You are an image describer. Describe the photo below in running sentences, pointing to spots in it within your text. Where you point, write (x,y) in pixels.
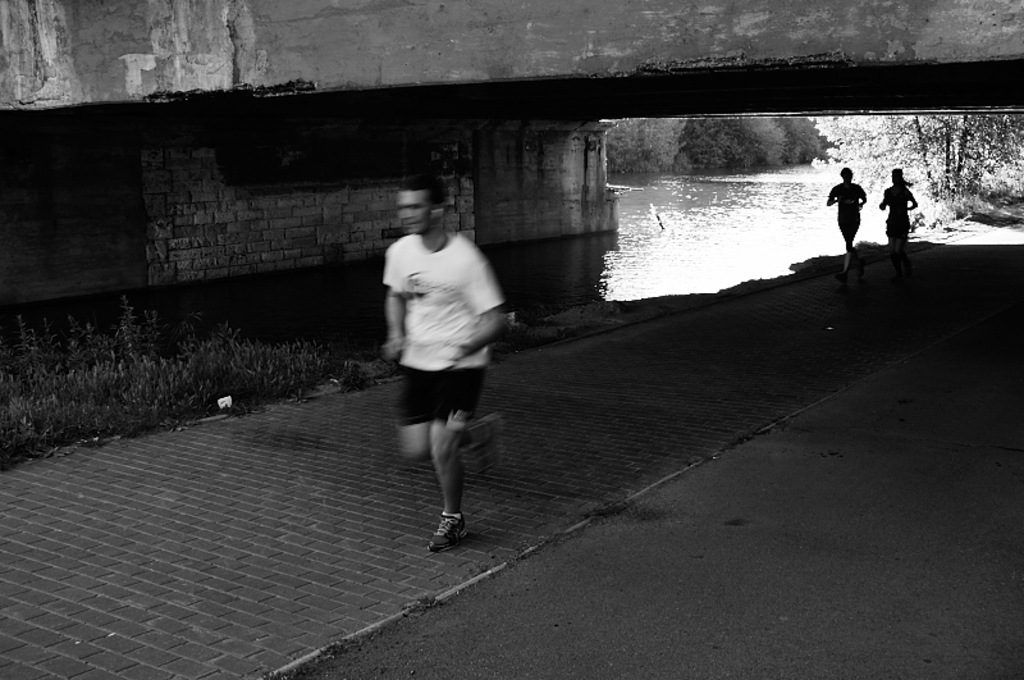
In this black and white picture three people (471,344) are running on the path (613,519). Left side (41,384) there are plants (130,372). There is a bridge (162,63). Below it there is water (682,226). Right side (954,181) there are trees (647,155).
